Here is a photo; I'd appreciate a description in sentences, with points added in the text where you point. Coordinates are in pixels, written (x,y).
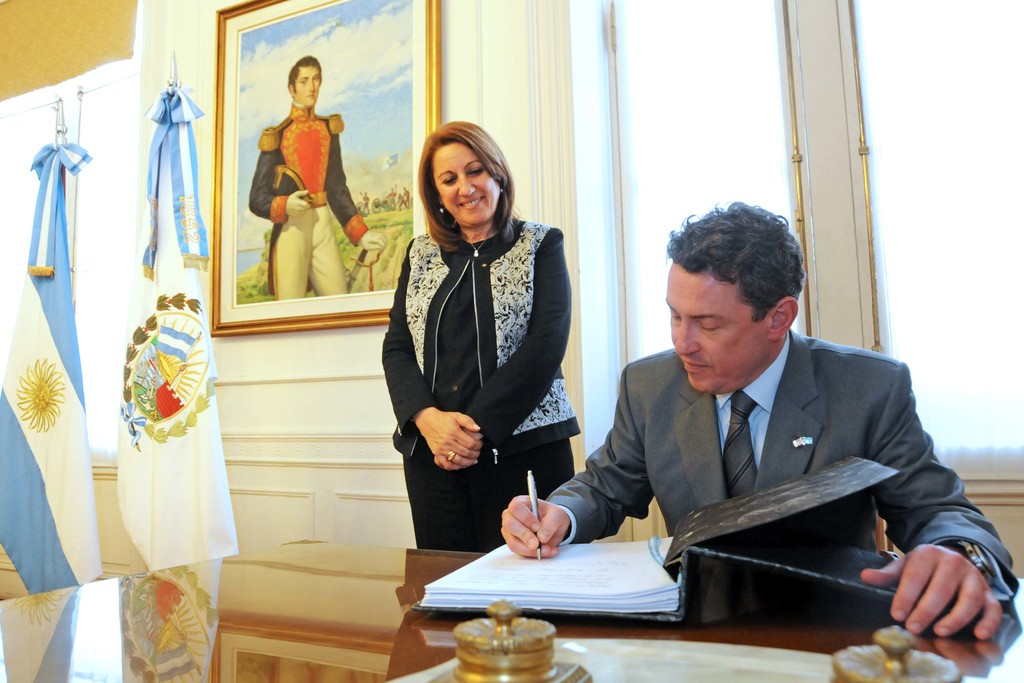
In the center of the image (553,385) we can see one person (535,440) is standing and one person (754,405) is sitting and holding a pen (534,506). And the left side person (469,321) is smiling. In front of them, we can see one table (397,651). On the table (438,648), we can see one file (659,615) and a few other objects (526,651). In the background (304,198) there is a wall (565,245), window (112,365), one photo frame (251,128), ribbons (62,157), flags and a few other objects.
